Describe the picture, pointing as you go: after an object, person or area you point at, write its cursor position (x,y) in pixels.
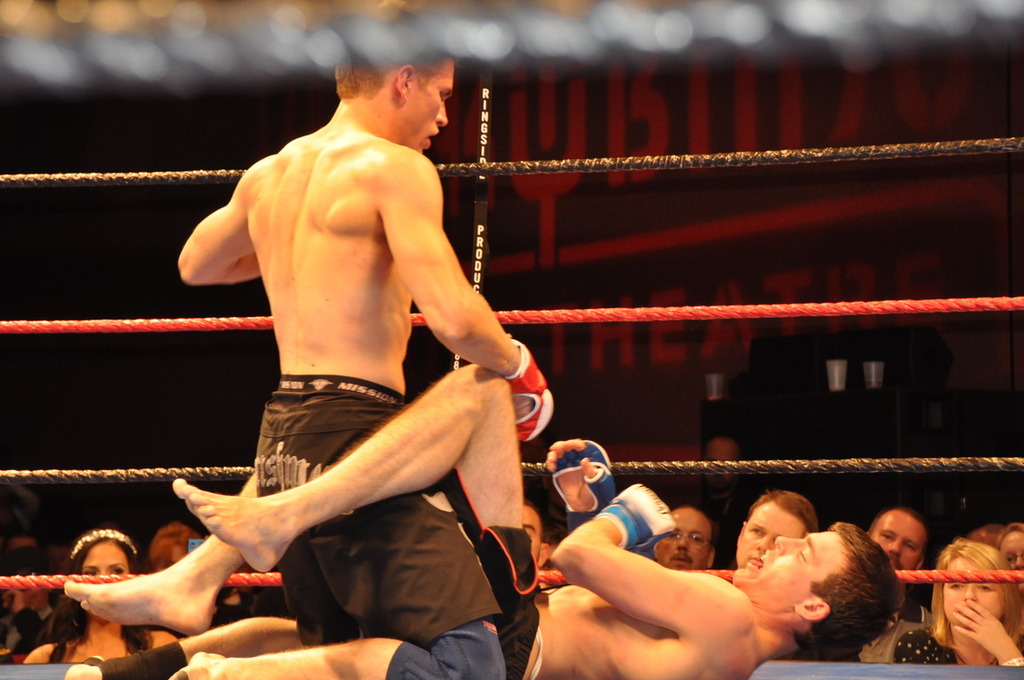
In this image there are two persons (297,674) on the boxing ring (756,673), and in the background (1011,568) there are group of people (17,627), glasses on an object (931,424) and there are some other items (899,353).
